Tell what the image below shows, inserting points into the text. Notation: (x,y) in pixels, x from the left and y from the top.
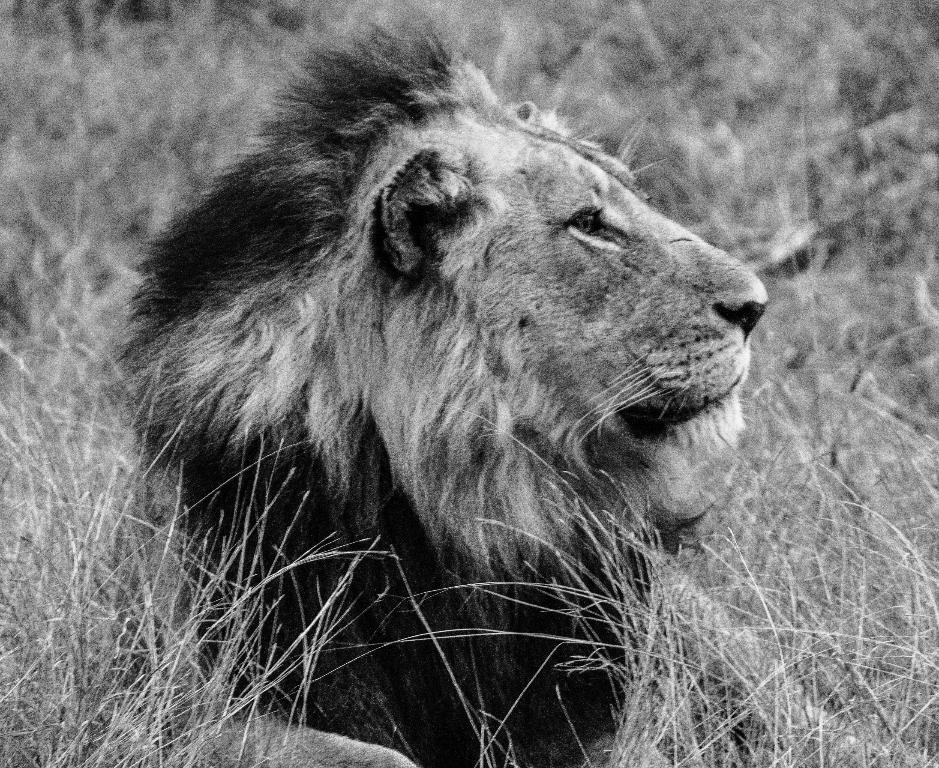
This is a black and white picture and in this picture we can see a lion (365,135) and in the background (715,37) we can see plants (795,137).
